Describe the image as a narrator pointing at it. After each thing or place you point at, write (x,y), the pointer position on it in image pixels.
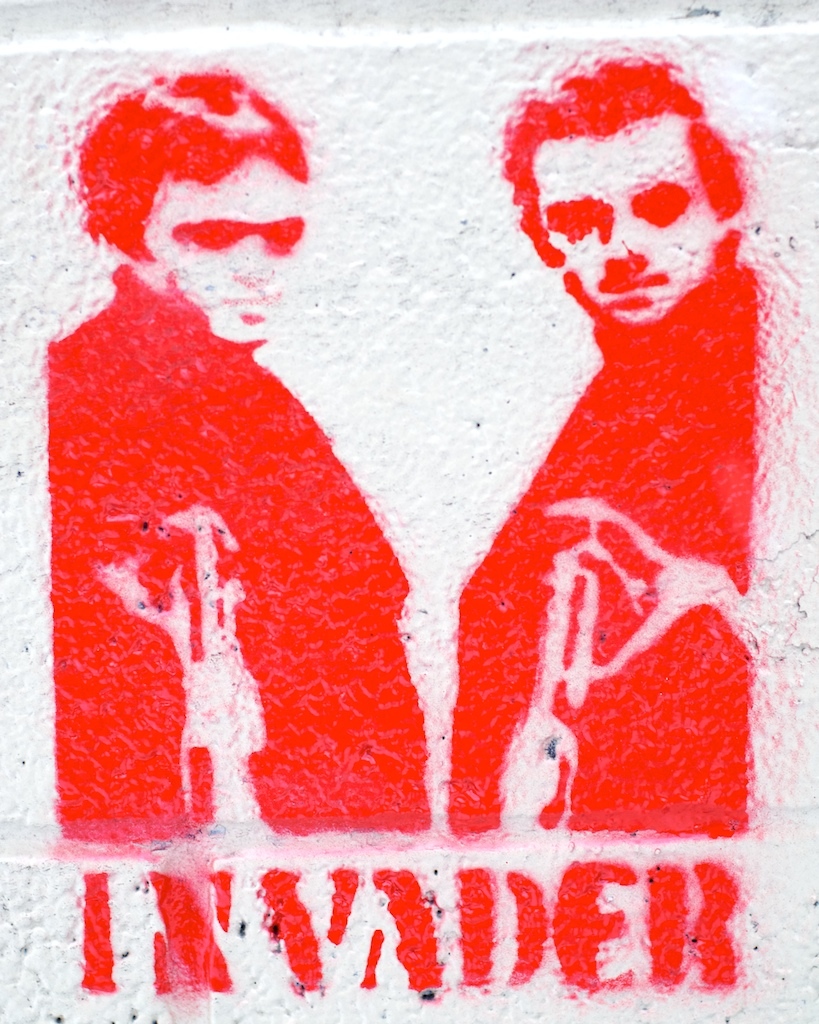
In this image, we can see an art (527,207) contains depiction of persons (586,445) and some text (577,971).
